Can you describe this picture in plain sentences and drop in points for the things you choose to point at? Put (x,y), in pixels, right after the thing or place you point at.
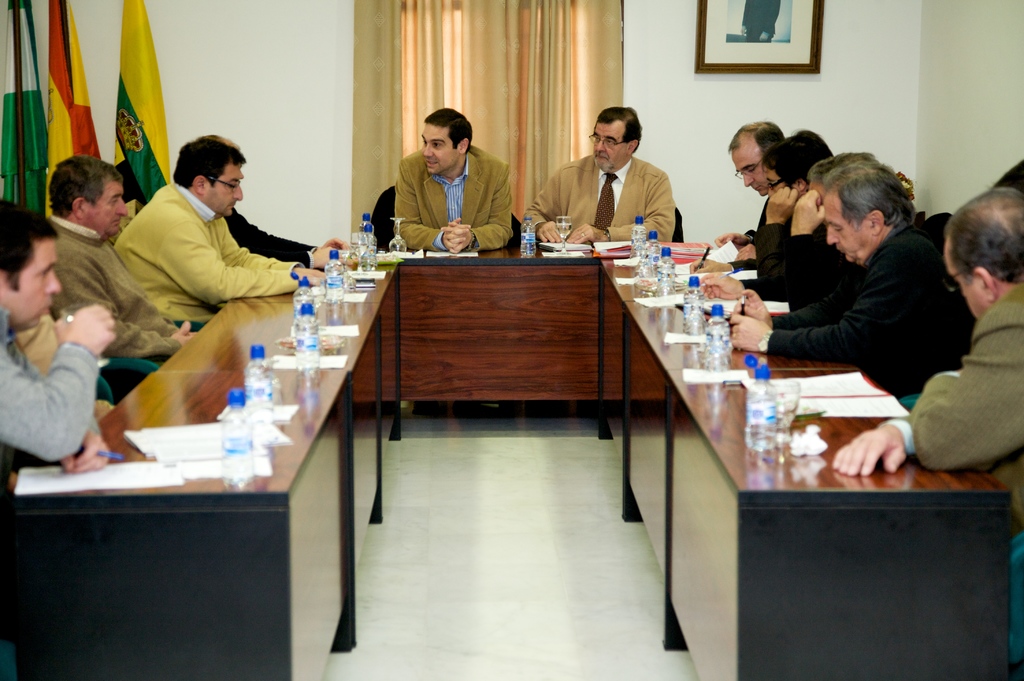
This is a picture taken in a room (515,329), there are group of people (180,268) sitting on a chairs (383,212) in front of the people (120,256) there is a table (586,350) on the table (244,497) there is a paper (144,471), pen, bottle (532,236) and glasses (397,229). Background of this people (502,237) is a curtain (458,98), flag (147,93) and a wall (664,67) on wall (680,54) there is a photo frame (749,61).
